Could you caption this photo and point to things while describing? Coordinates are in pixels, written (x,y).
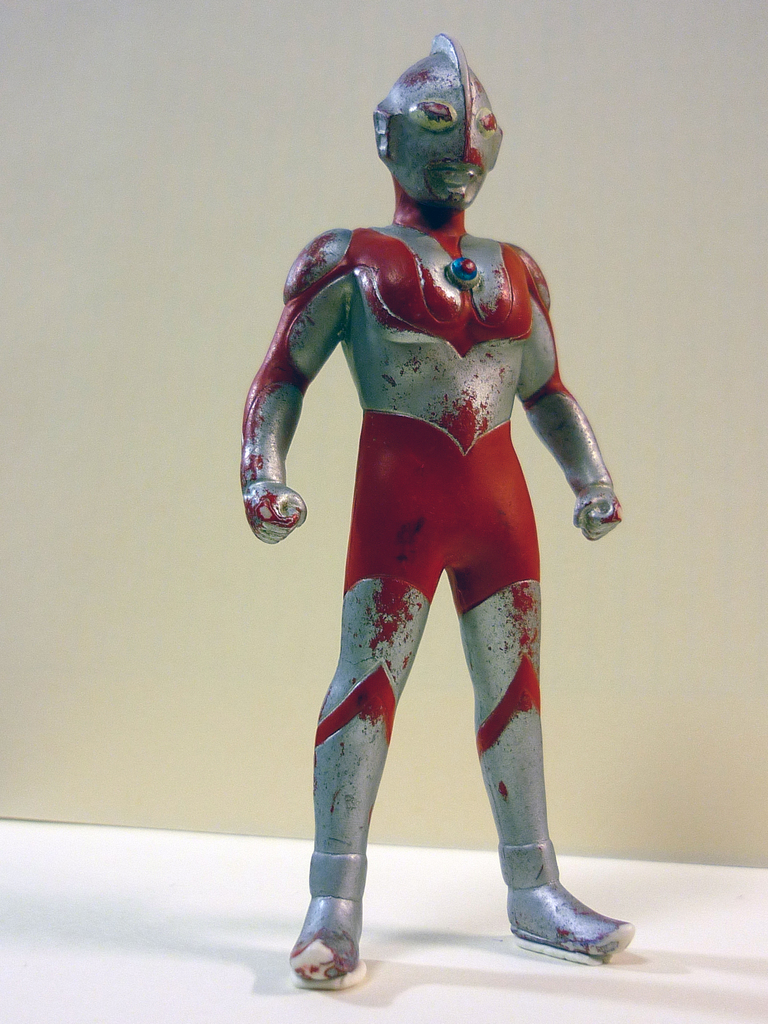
It is a doll (503,703) in red and grey color in the shape of a man.
